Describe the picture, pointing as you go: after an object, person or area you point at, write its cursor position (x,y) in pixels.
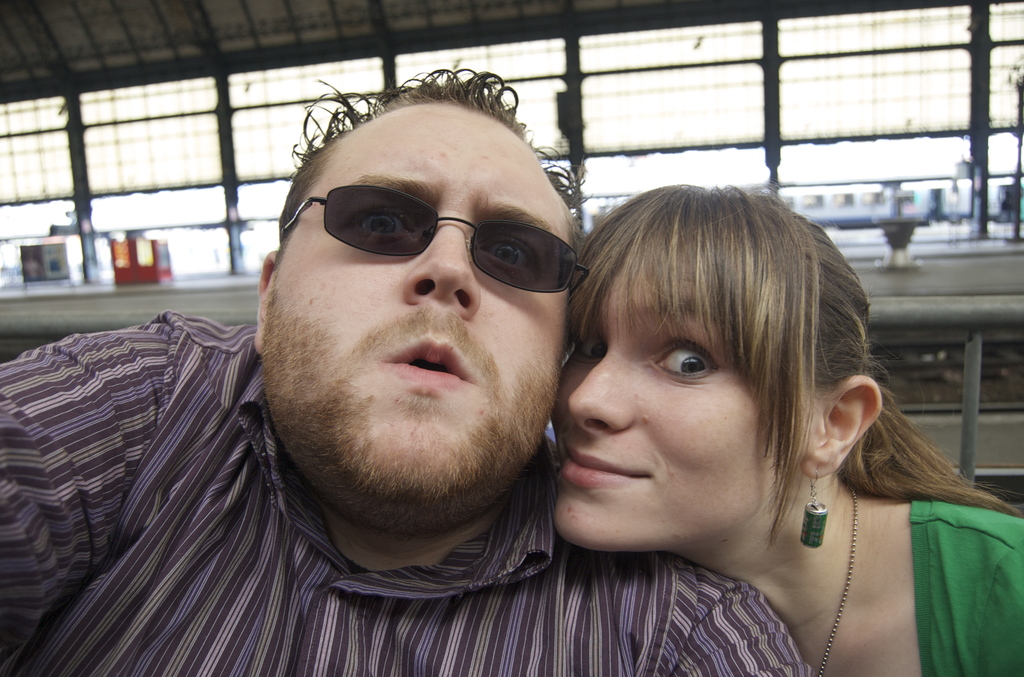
In this picture there are two persons (554,424) in the foreground (678,416). At the back (858,211) there is a train (891,218), board (28,248) and there is a bench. At the top (49,66) there is a roof (337,35). There is a railing (923,323) behind the two persons (732,533).
